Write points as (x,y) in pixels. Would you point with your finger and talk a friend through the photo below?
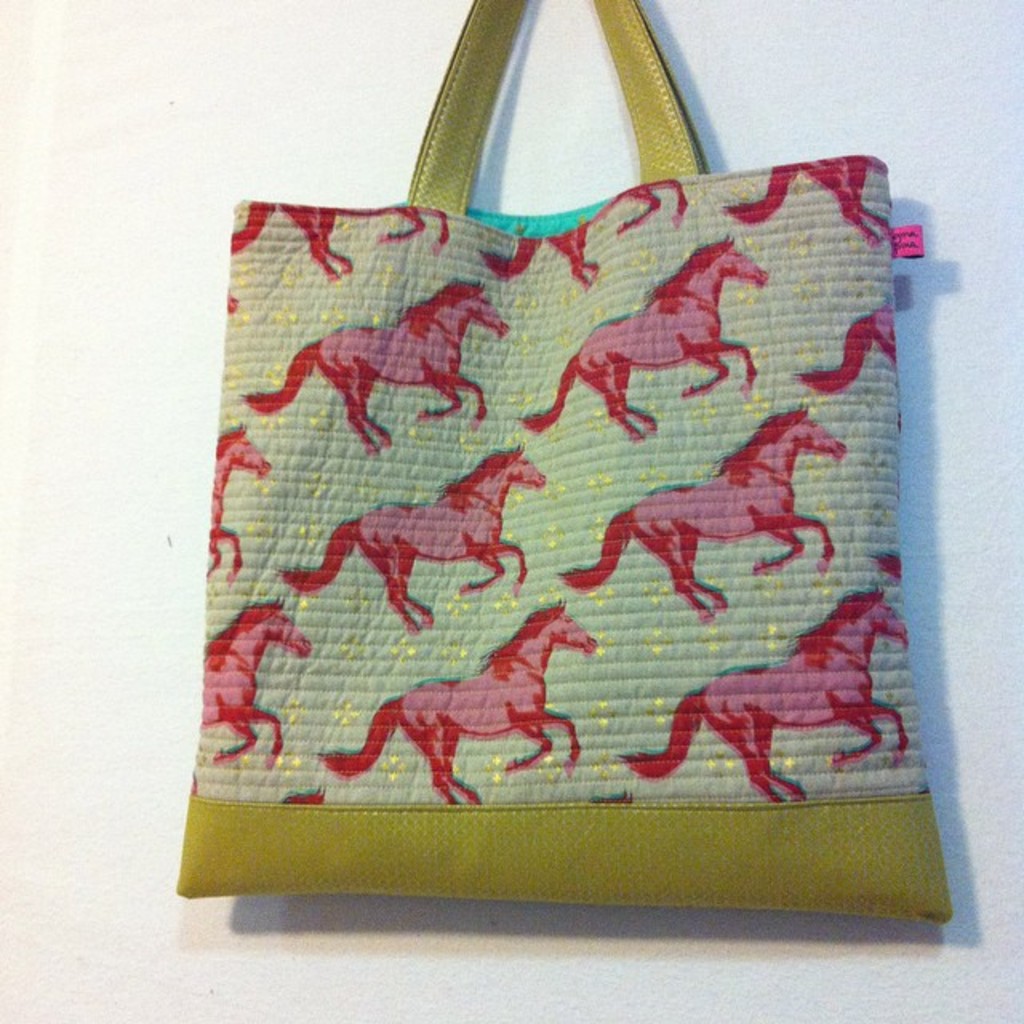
There are horse pictures (362,419) on a handbag (315,420).
